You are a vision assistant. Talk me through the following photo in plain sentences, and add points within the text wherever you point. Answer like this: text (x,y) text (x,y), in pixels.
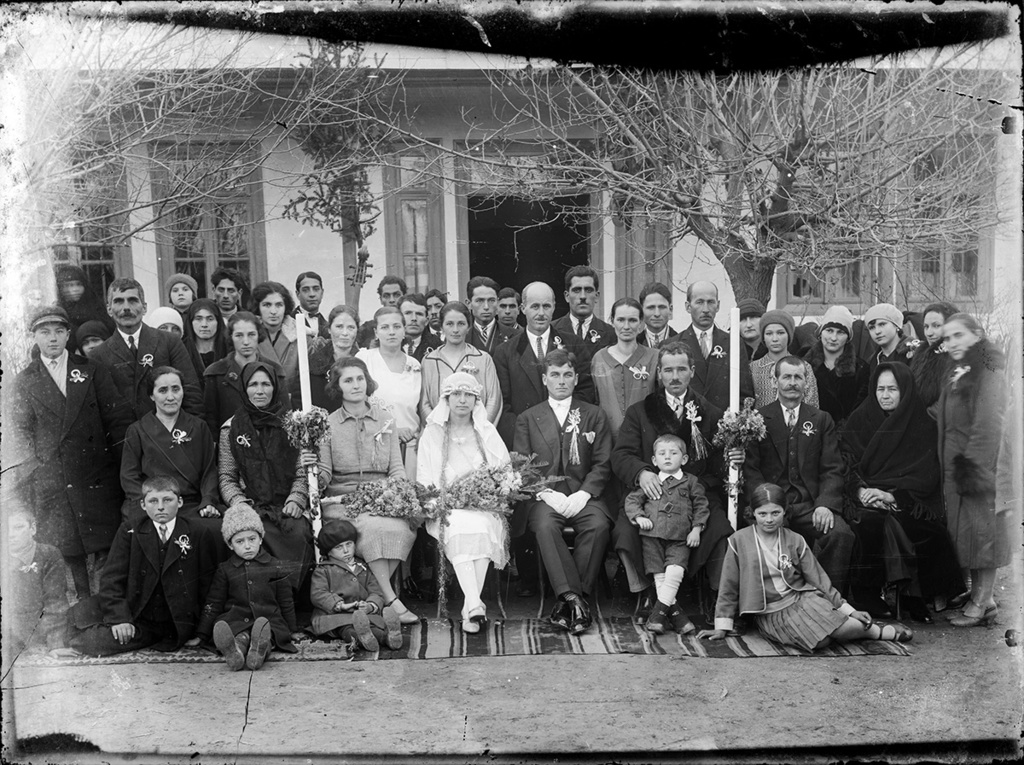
This is a black and white image. In the center of the image (551,355) there are people (363,422) sitting on chairs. Behind them there are people (585,327) standing. In the background of the image (477,189) there is house (594,191), trees (79,110), doors (492,251). At the bottom of the image (571,679) there is floor (493,722).
